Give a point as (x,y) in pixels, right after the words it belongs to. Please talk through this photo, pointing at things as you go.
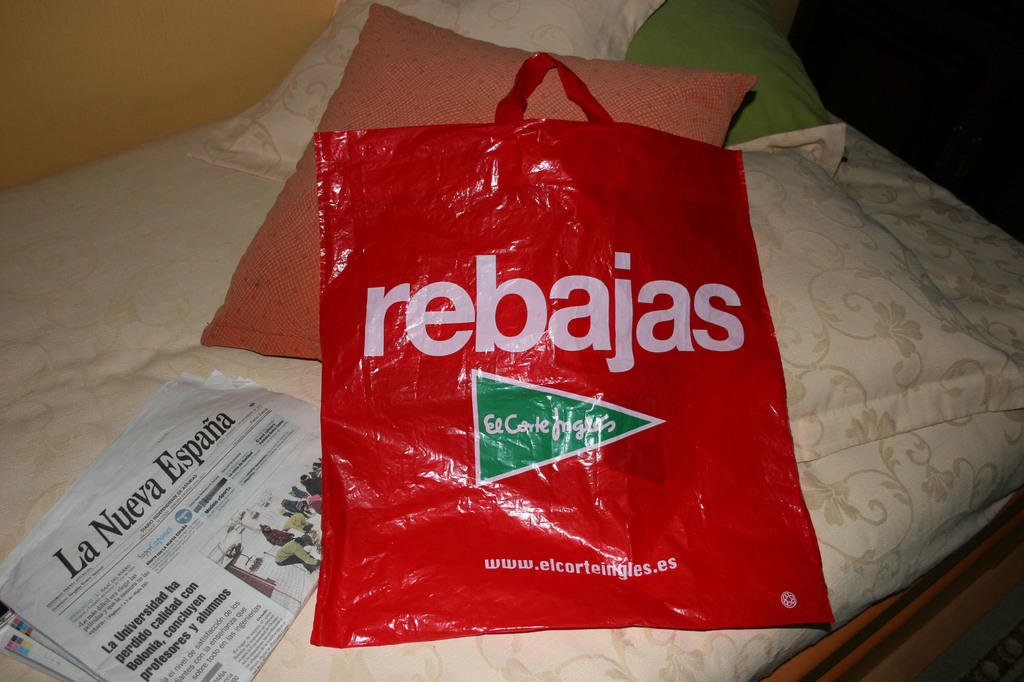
There is a red color carry bag (722,376) on the bed (888,417). On which, there is news paper (227,530) and there are pillows (310,221). The background (1015,120) is dark in color.
